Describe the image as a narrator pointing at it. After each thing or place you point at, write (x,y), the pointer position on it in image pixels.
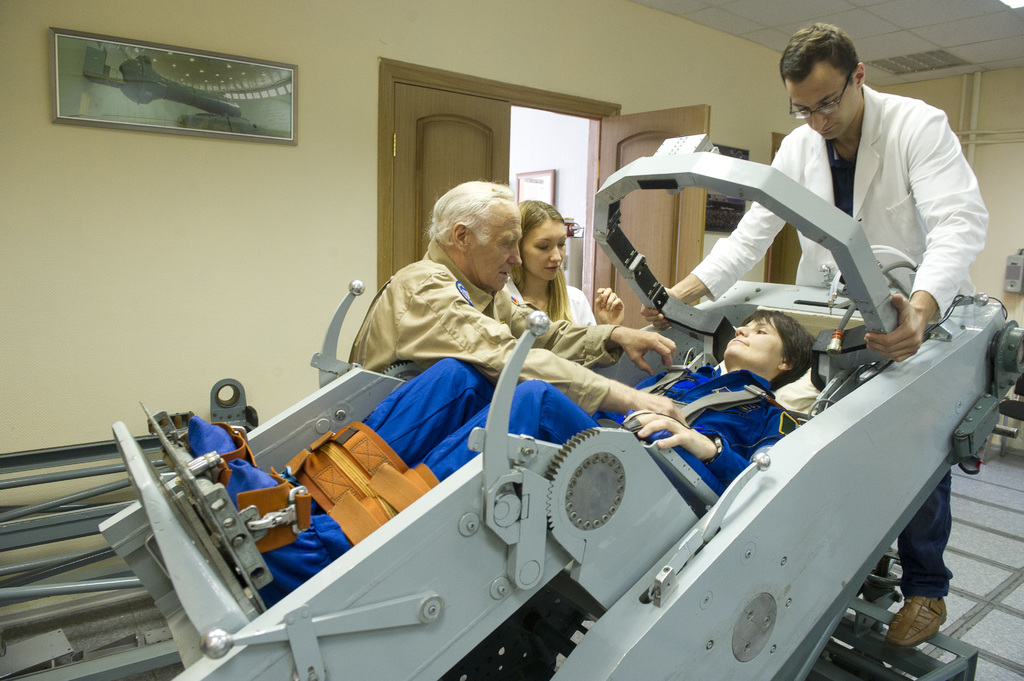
In this image I can see a woman (701,420) is sitting on a machine (666,483). The woman (561,423) is wearing a blue color dress (538,429). Here I can see a man (918,199) is standing and holding the machine (868,331). Here I can see a man (464,278) and a woman (558,277). In the background (322,137) I can see a wall (305,95) which has a photos (191,95) attached to it. Here I can see a door (465,141).
